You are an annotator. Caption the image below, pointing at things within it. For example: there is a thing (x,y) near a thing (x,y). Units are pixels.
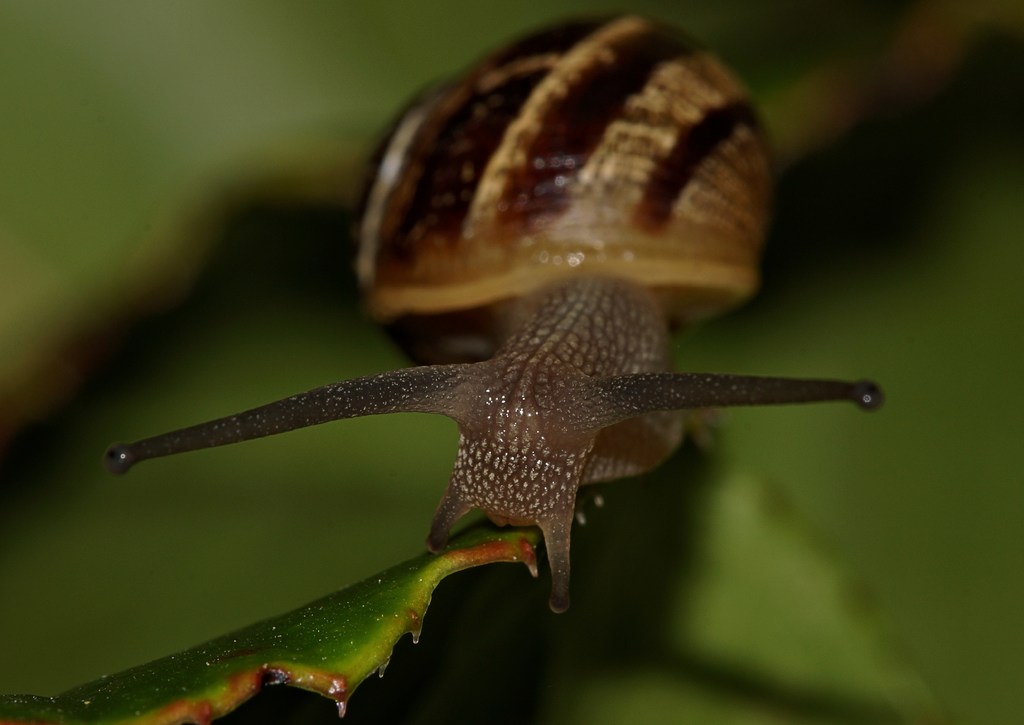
In this picture, we see a snail (641,258) which is on the green color leaf (346,619). In the background (319,329), it is green in color and it is blurred in the background (779,273).
